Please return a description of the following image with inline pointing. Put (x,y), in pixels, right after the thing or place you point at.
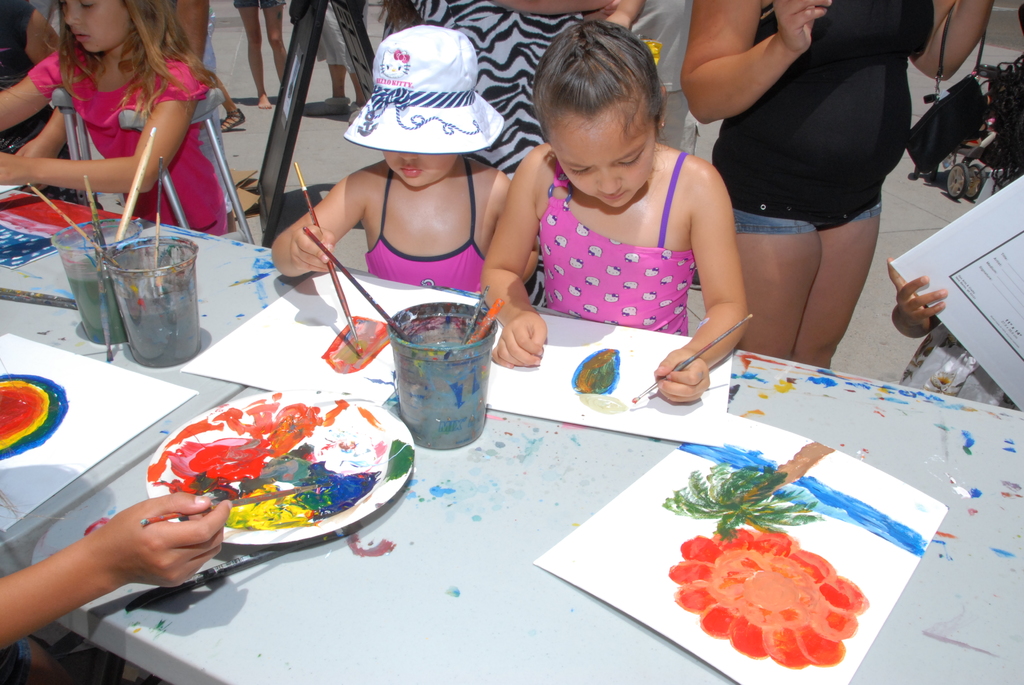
In this picture we can see tables (44,309) with papers (385,385), plates (197,463), jars (423,337) with painting brushes (362,291) in it and beside this table (26,314) we can see girls (607,271) and in the background (260,85) we can see a group of people (469,22) standing on the floor (879,243).
